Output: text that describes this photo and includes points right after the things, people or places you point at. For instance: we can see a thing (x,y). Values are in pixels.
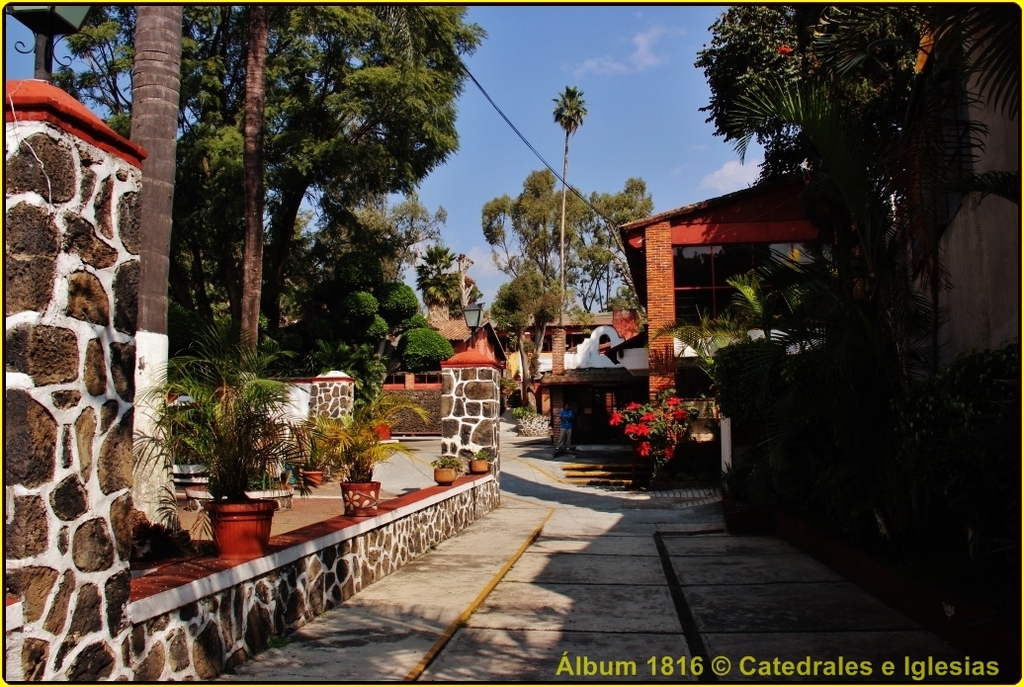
On the left side (197,429), there are pot plants (219,449) arranged on a wall (148,571), near a road (559,613) and footpath (364,651). On the right side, there is a watermark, which is near trees (813,437). In the background (594,368), there are buildings (460,321), wall (338,381), trees (338,238) and clouds (591,67) in the blue sky (499,184).
